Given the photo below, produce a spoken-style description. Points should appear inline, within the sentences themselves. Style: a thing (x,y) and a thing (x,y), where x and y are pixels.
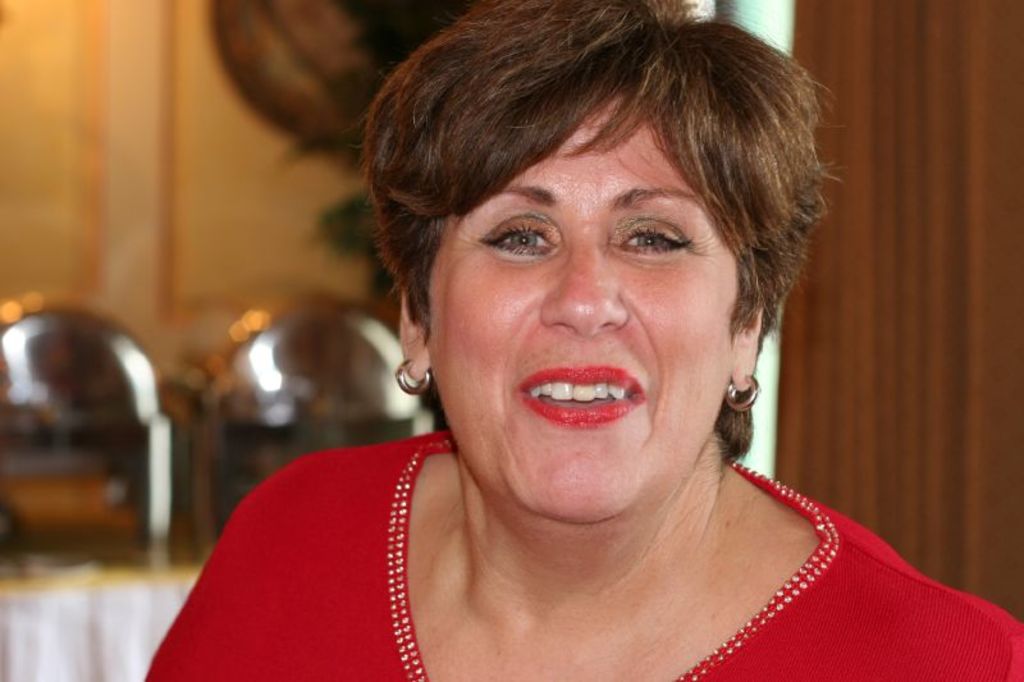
In this image I can see a woman (584,410) wearing red colored dress (281,577) and red colored lipstick (569,416). In the background (176,311) I can see the brown colored surface (904,204) and few other objects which are blurry.
